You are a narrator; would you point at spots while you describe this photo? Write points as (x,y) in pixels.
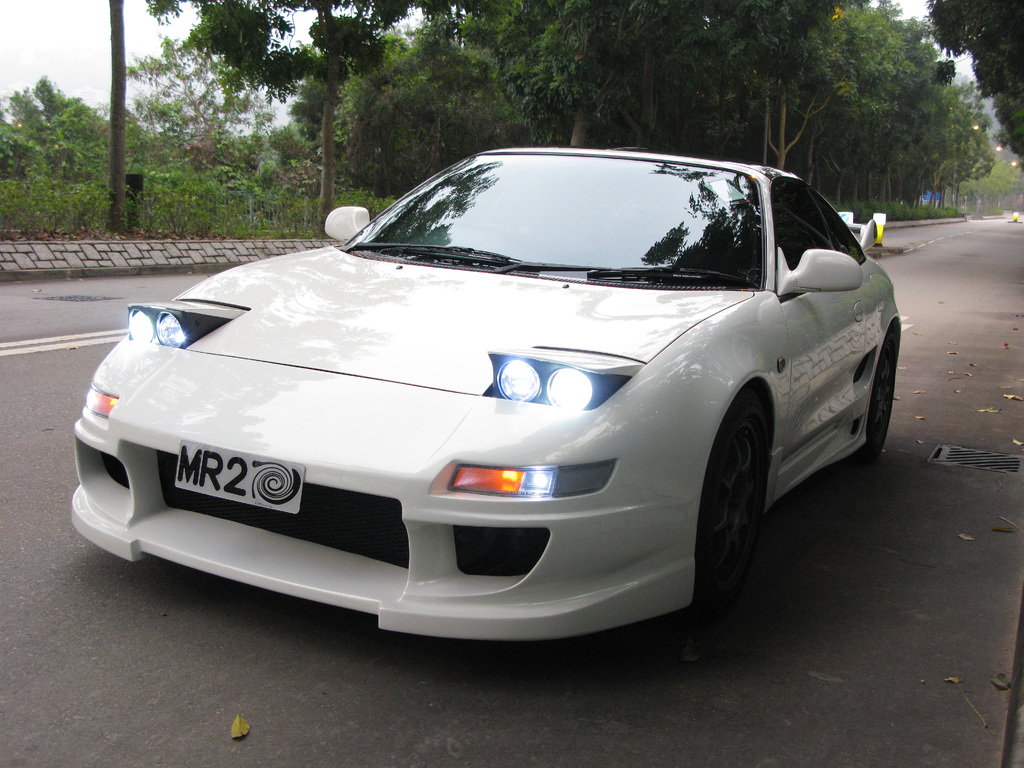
In this image I can see in the middle (499,284) it is a car (453,470) in white color. At the back side (449,89) there are trees (660,107), on the right side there are lights (977,127).
